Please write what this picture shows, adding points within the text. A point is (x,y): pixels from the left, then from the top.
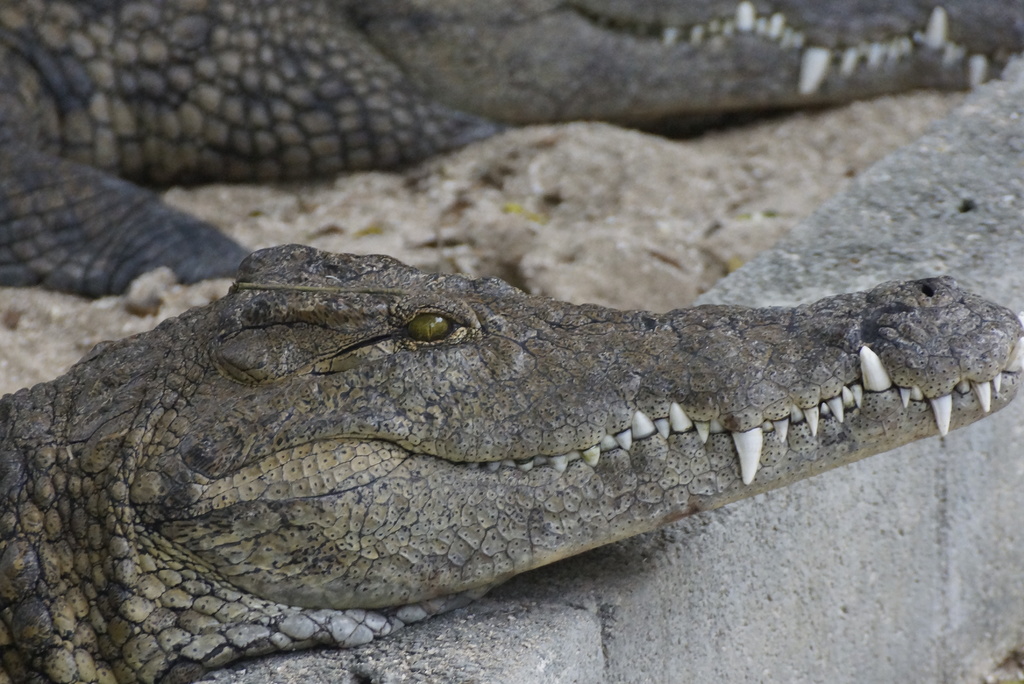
In this picture we can see crocodiles (739,347), ground (823,171), cement brick (966,247) are there.
